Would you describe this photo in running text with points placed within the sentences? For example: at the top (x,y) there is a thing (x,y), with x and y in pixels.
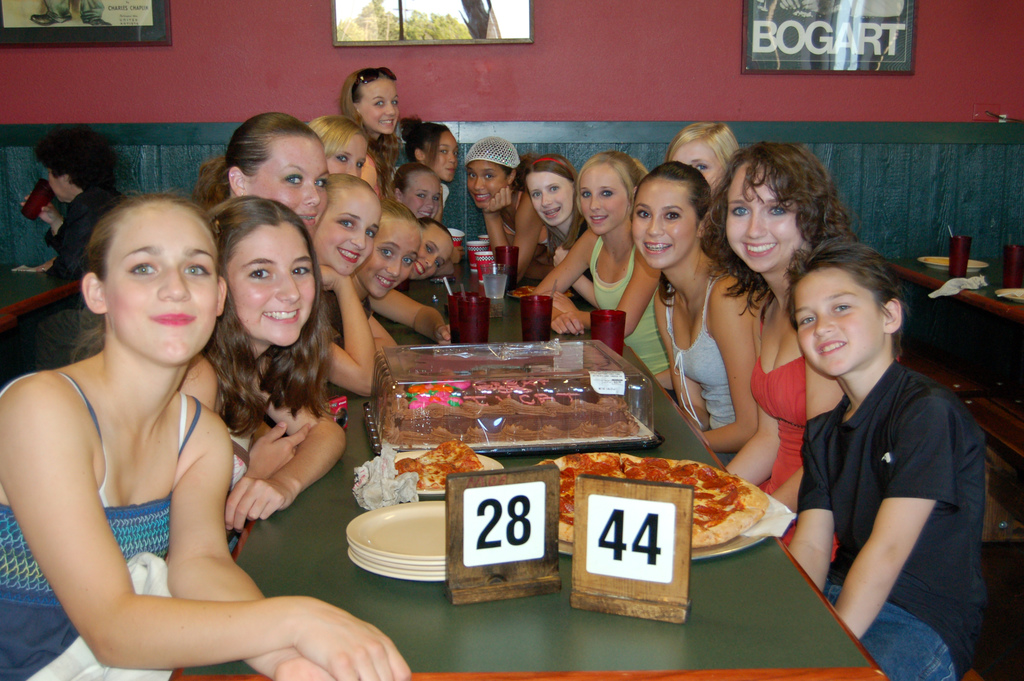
Persons (314,284) are sitting on the bench (969,677) and on the table (701,622) we have plate (376,551), food (726,501) and in the back (567,67) there is wall (276,54) with photo frames (126,16).
